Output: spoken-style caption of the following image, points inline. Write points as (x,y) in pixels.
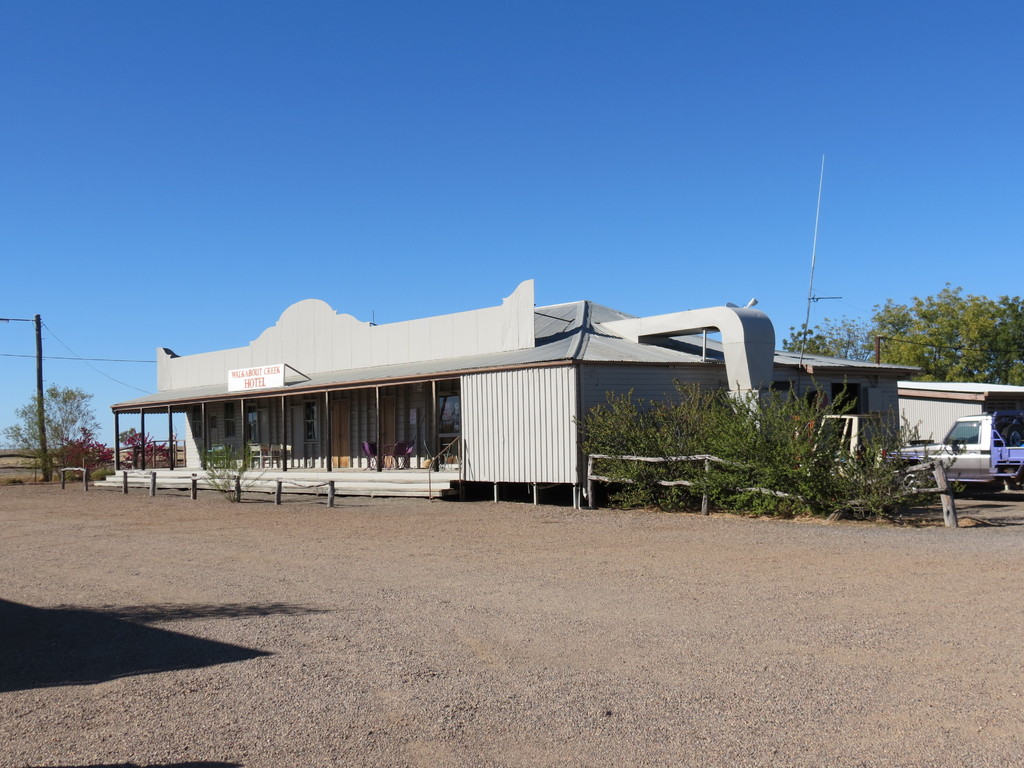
In this image, we can see a shed (494,323). There is a pole (40,400) on the left side of the image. There are some plants (764,456) and trees (866,347) on the right side of the image (985,331). There is a truck (982,447) beside the shed (613,369). There is a sky (535,203) at the top of the image (512,50).
